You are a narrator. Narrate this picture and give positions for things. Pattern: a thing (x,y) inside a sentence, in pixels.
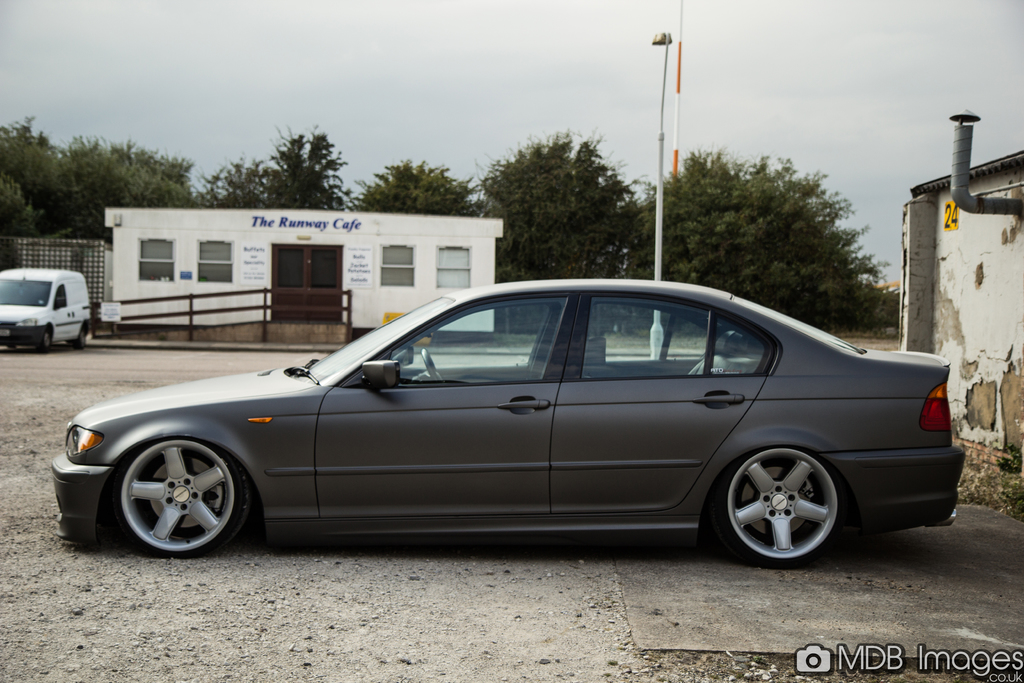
Here we can see poles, cars (619,303), houses (972,410), posters (251,249), and trees (857,309). In the background (504,143) there is sky (736,109).
